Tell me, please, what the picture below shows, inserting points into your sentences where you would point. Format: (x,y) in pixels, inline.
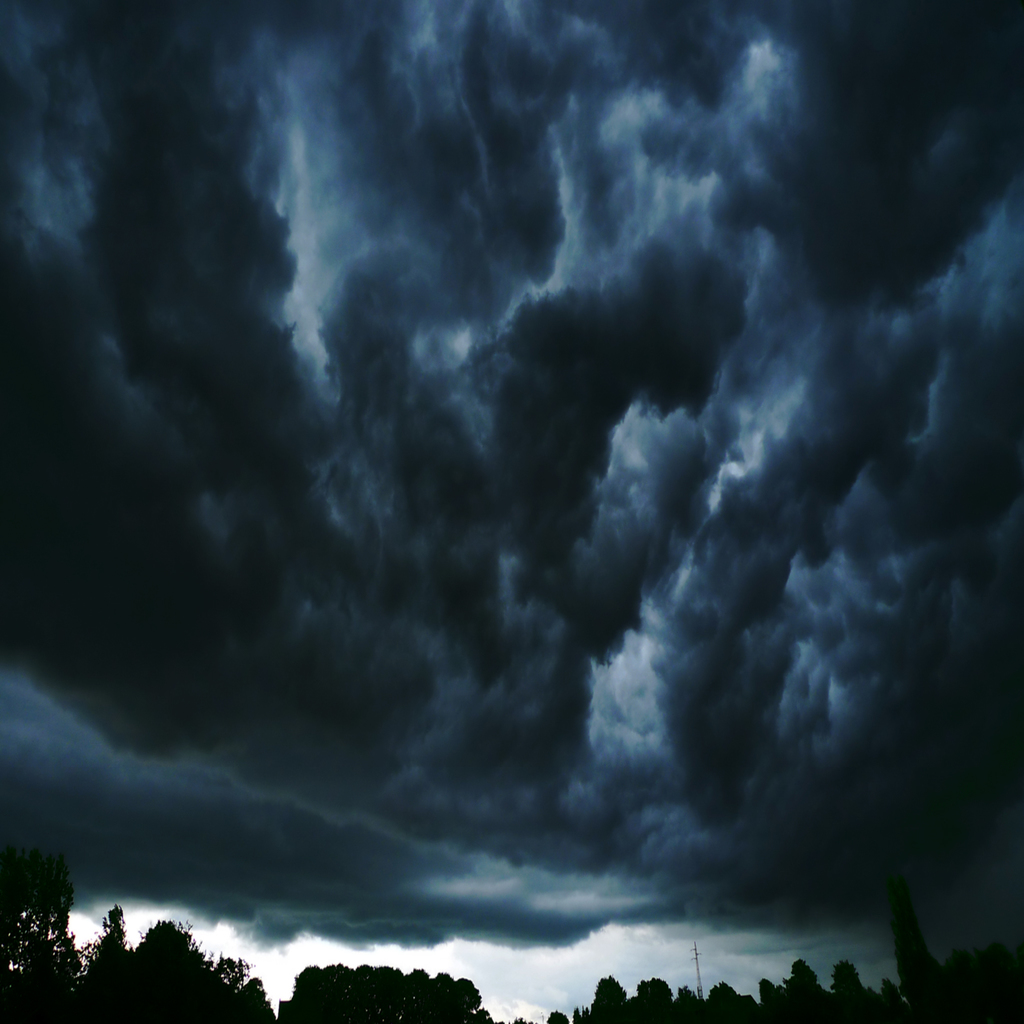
In this picture I can see some trees (103,1002) and cloudy sky (412,482).
